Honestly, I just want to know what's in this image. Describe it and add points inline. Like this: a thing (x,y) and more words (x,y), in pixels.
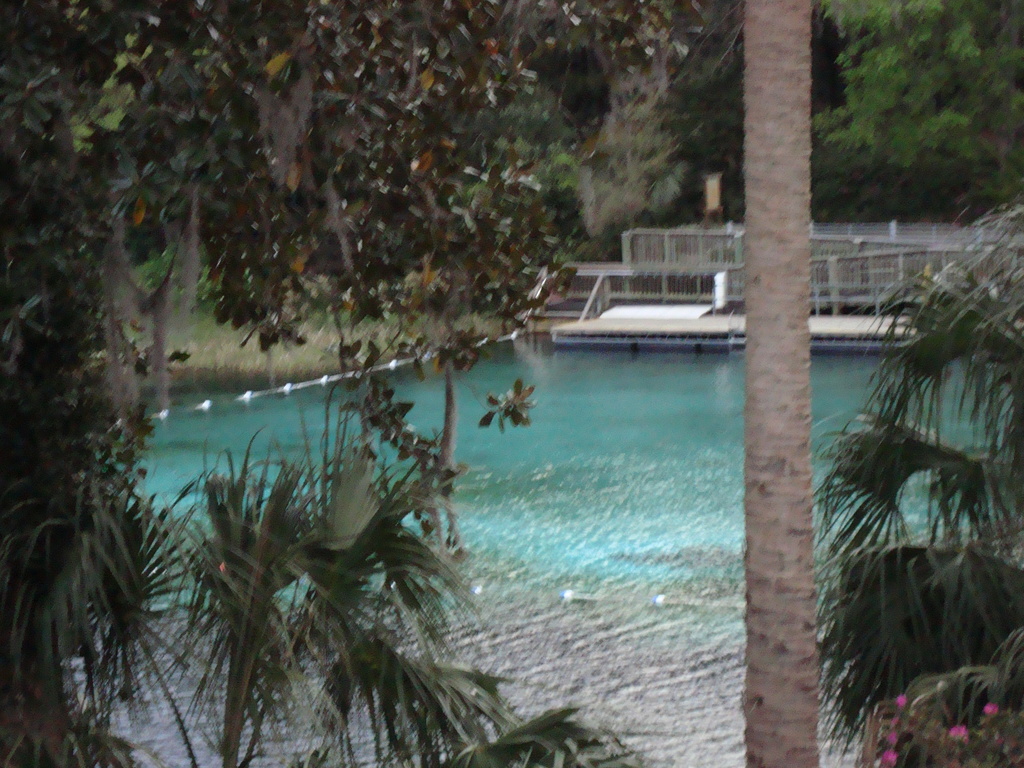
In this picture we can see water (597,465), here we can see a platform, fence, flowers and some objects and in the background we can see trees (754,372).
